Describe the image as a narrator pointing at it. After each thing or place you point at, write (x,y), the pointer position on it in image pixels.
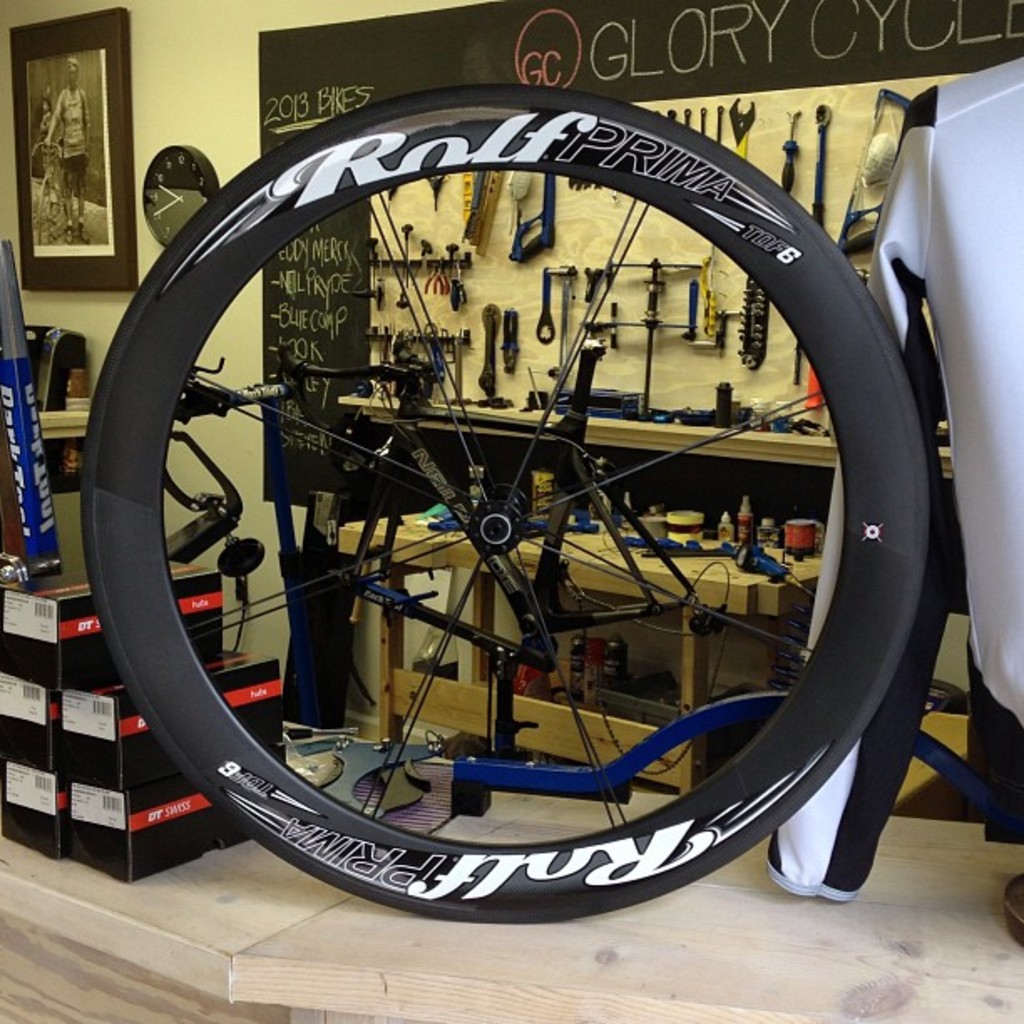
In this image we can see a wooden surface (521,971). On that we can see jacket (839,784), tire (345,181) with text (339,158), boxes (74,626) and few other things (13,509). In the back (528,359) there is a wall (148,79) with photo frame (70,75). Also there is a clock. And we can see parts (297,350) of cycle (436,475). Also there is a table (678,564) with racks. And there are bottles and many other items (524,659). And there is text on the wall (428,67). And there are tools (477,215) hung on the wall (615,352).
